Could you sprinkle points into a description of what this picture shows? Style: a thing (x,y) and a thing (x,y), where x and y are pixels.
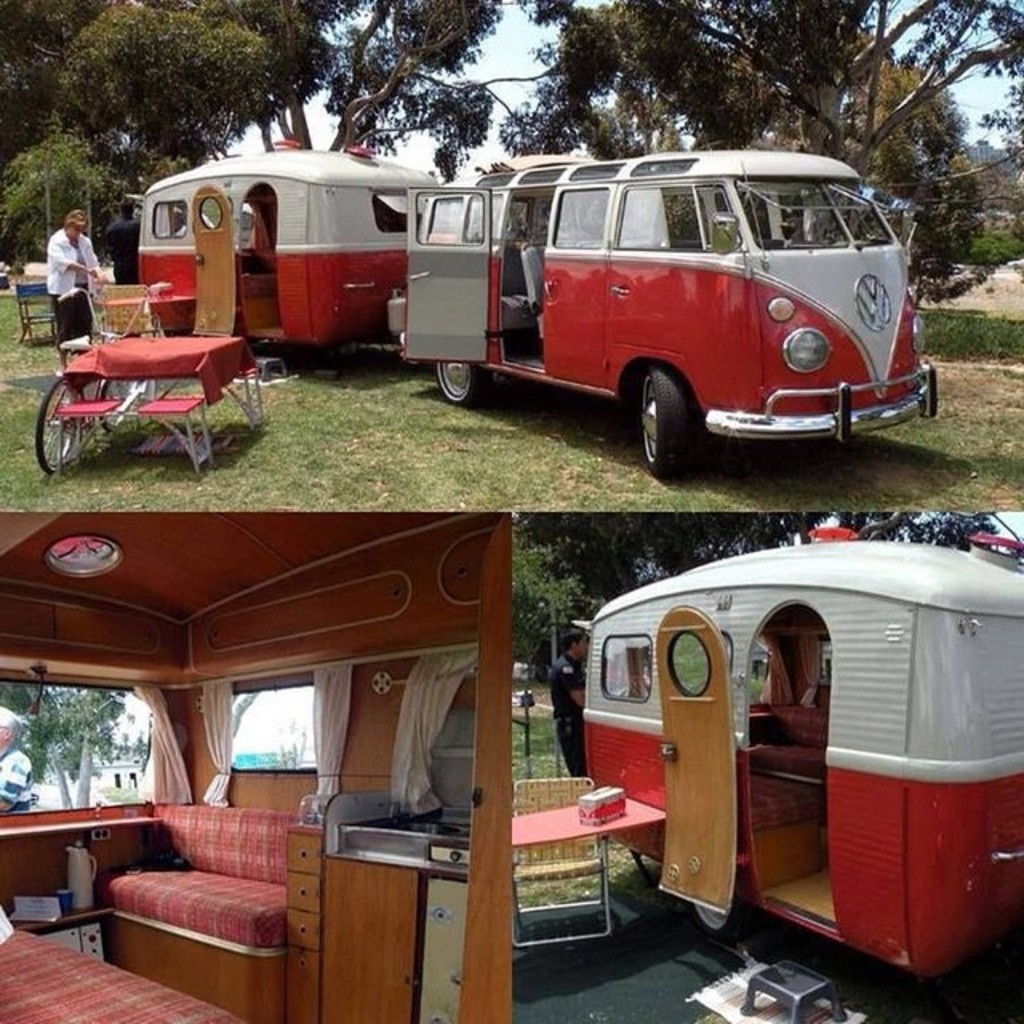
This is an edited image. This picture contains three images collages. At the top of the picture (363,261), we see two vehicles (440,274) in white and red color are parked in the garden (408,367). Beside we see a picnic table (204,392) and beside that, the woman (67,256) in the white shirt (62,281) is standing. In the background (228,50), there are trees (696,49). In the left bottom of the image (206,895), we see seats (141,899), flask (81,850), cup (64,895), papers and curtains (324,743). This picture is clicked inside the vehicle (355,900). In the right bottom of the picture (845,794), we see a man (574,728) standing beside the vehicle (813,801). Beside that, we see a table (525,833), chair (563,851) and stool (789,979).
